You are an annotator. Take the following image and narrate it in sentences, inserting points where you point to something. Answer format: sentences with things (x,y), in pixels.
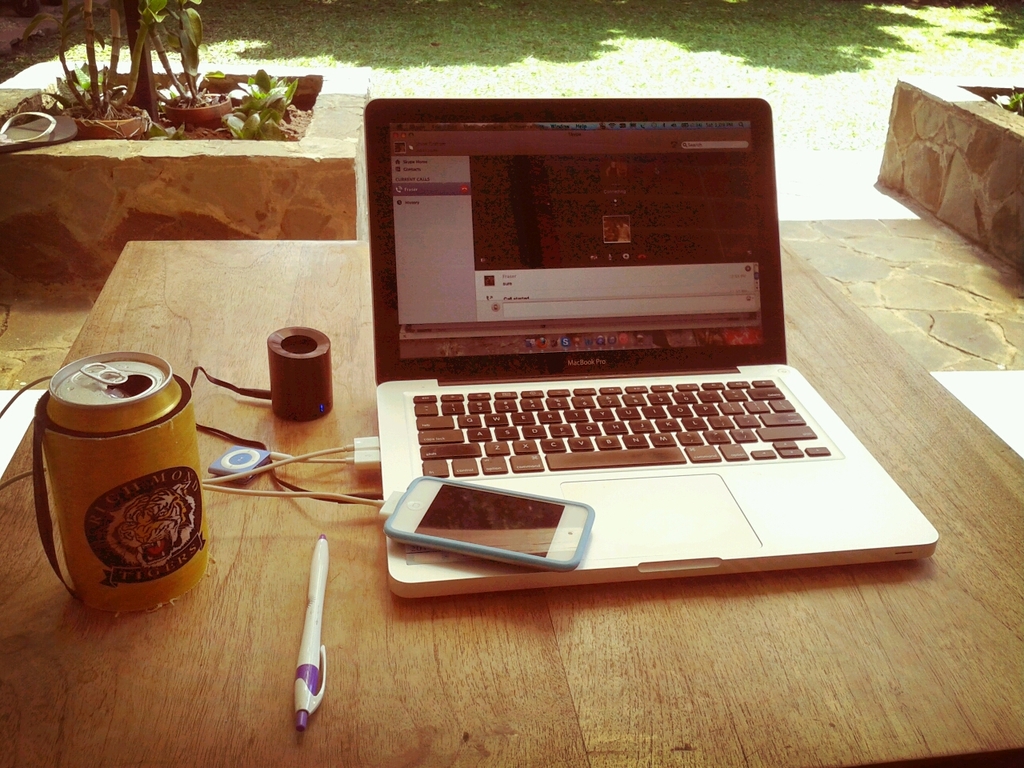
There is a table (376,606) which has a mac book (679,454), mobile phone (483,518) and some other objects (252,453) on it and the background (523,50) is greenery (566,41).
